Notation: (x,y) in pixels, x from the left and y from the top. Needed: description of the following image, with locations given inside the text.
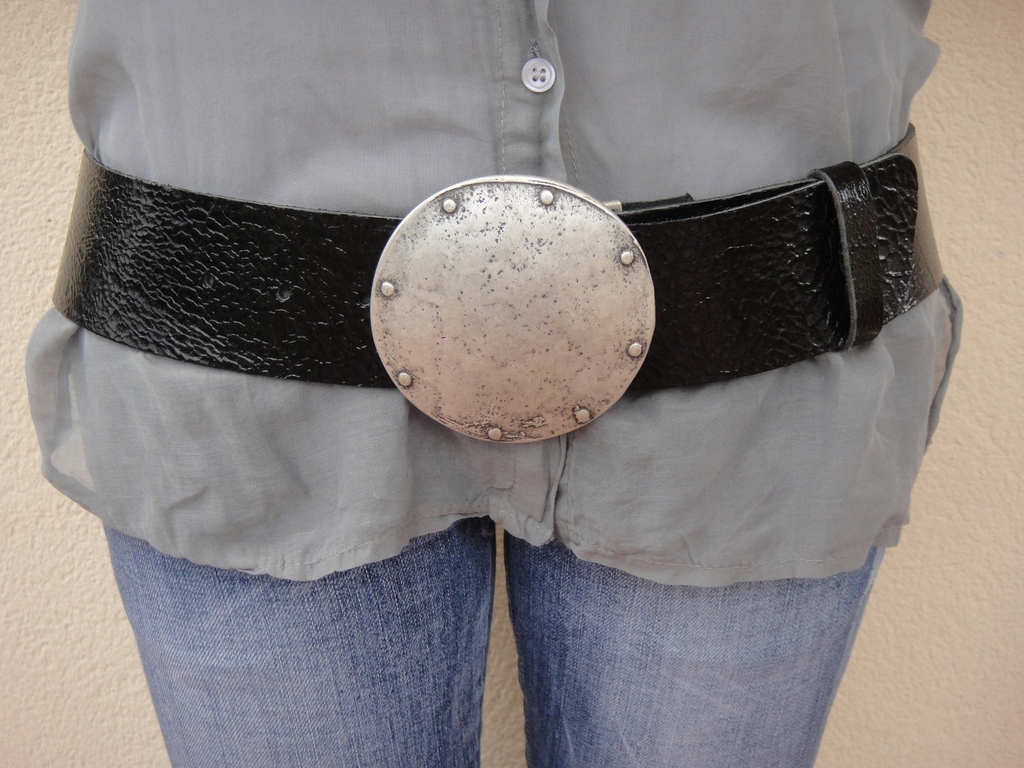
In this image I can see a person (311,449) wearing grey shirt (307,141), blue jeans (240,729) and black belt (237,264) and I can see the cream colored background (56,651).
